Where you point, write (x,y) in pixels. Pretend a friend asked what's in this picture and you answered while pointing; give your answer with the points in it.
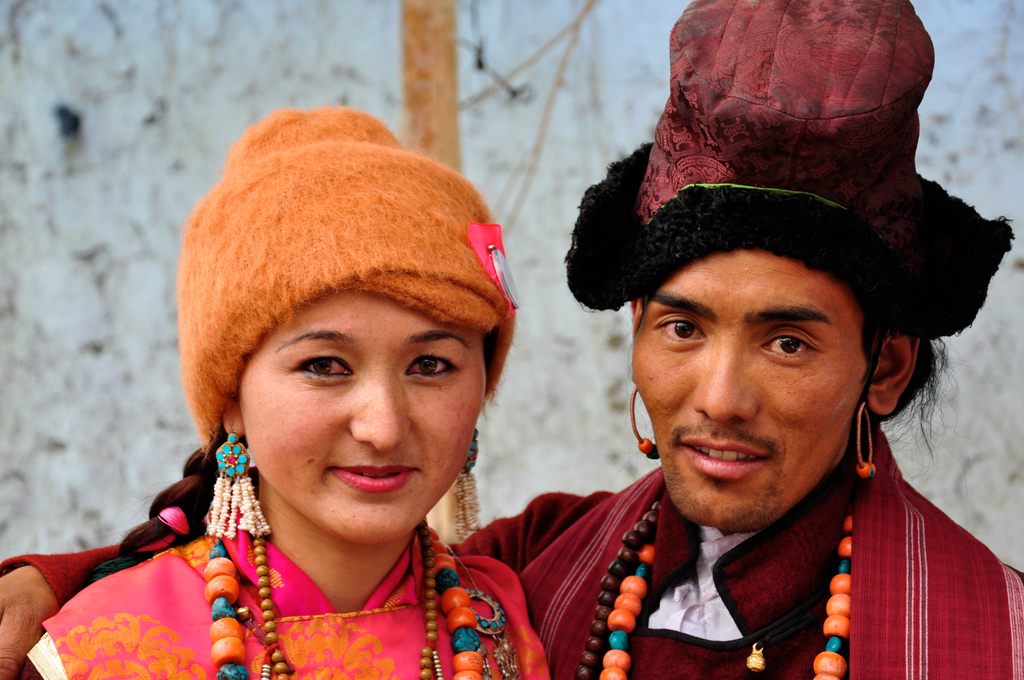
In this image, we can see a woman (418,504) and man (635,495) smiling. A man (734,514) holding a woman (62,670). In the background (613,354), there is a blur view.
